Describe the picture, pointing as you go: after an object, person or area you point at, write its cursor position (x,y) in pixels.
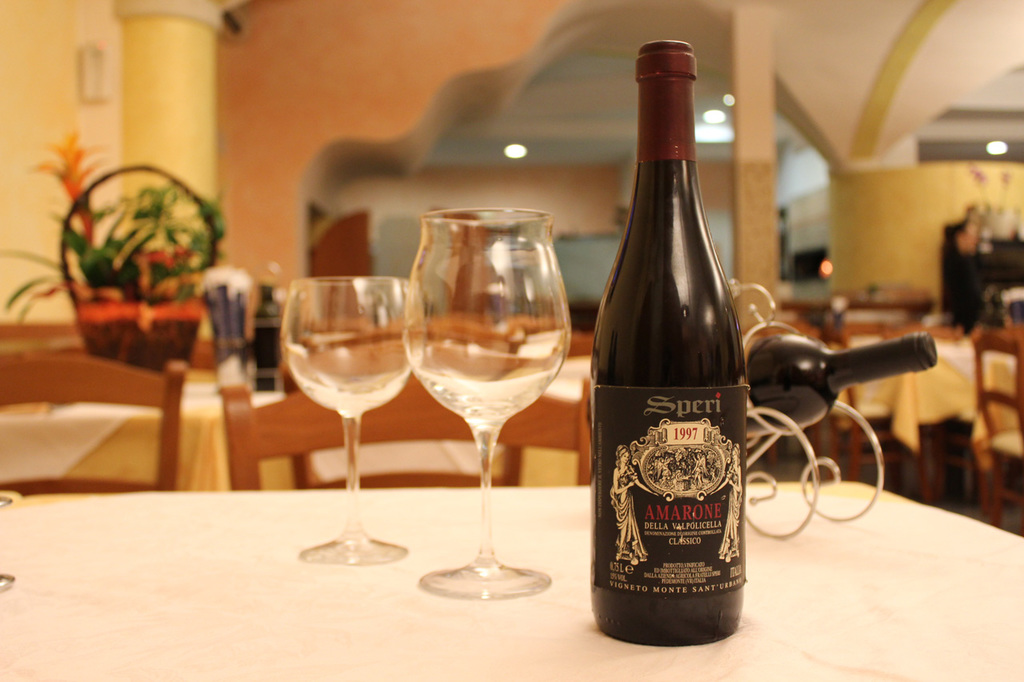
In this image I can see a glass bottle (652,380), wine glasses (333,404) and few other objects (791,373) on the table (407,603).
